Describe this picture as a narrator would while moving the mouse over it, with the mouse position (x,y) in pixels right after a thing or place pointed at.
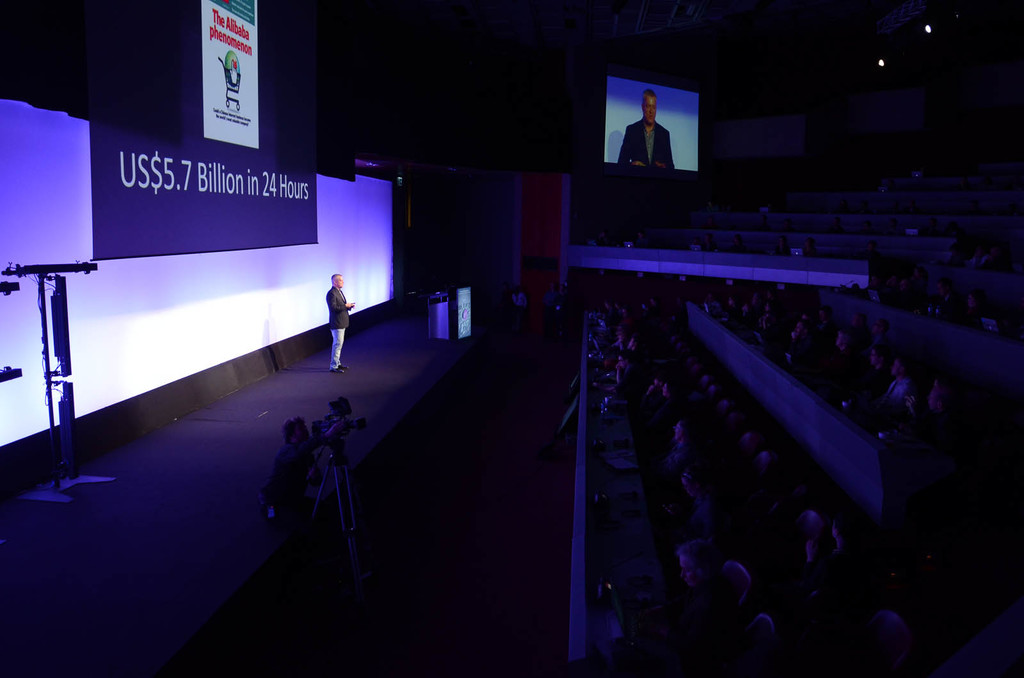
This picture describe about the photo of the auditorium (305,612). In front (333,366) we can see a man (334,328) wearing black coat (339,327) and blue jeans (337,353) standing on the stage (358,329) and giving speech. Behind you can see a projector screen (298,171) and camera man (307,469) on the stage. On the right side (705,559) we can see many people (678,426) as audience (669,445) sitting and listening to him.
